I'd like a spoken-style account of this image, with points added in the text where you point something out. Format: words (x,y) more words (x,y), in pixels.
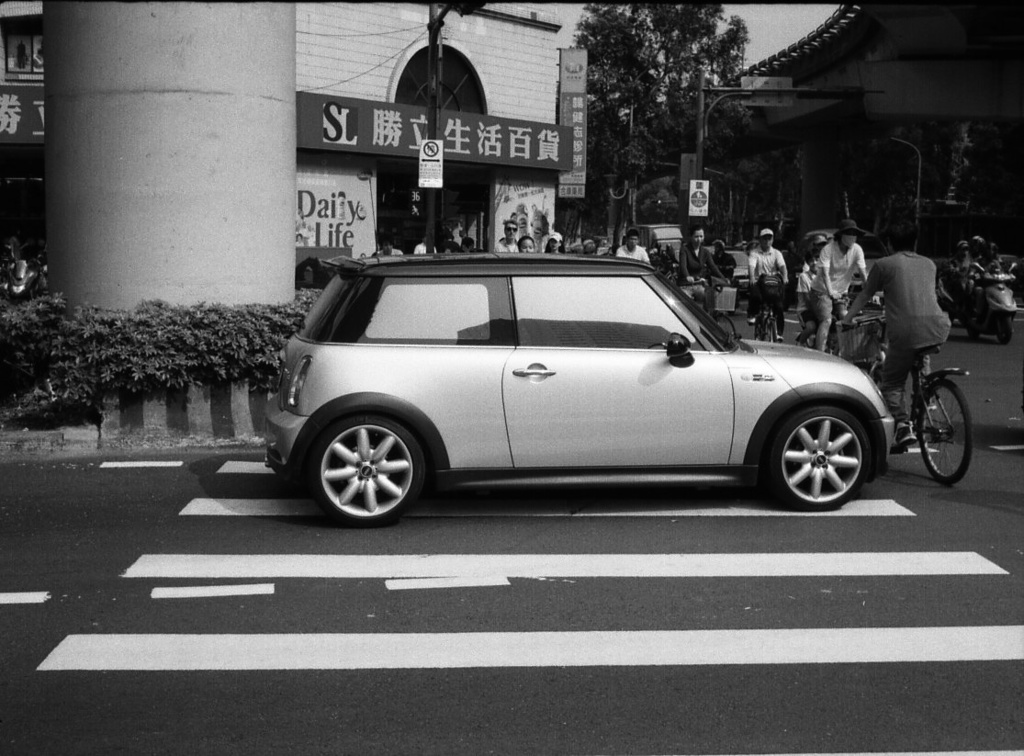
In the picture we can see a street (29,485), we can see a road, car (293,431), pillar (159,6), flyover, and shops (356,88) and some people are riding a bicycles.
